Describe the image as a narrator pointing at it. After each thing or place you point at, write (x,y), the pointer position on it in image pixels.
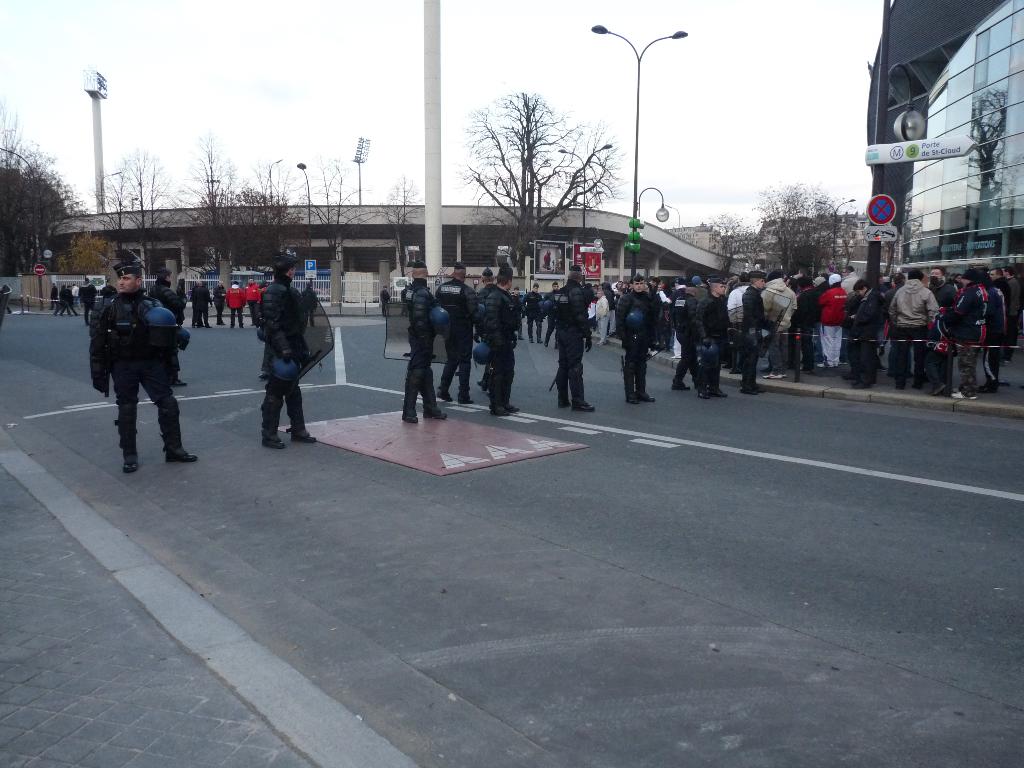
This picture is clicked outside. In the center (423,314) we can see the group of people (874,318) seems to be standing on the ground (1020,563). On the right (928,121) there is a building (965,210) and we can see the boards (869,216), lights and trees (592,166). In the background (327,60) there is a sky (343,63), poles (359,202), trees (50,199) and buildings (471,233) and group of persons (246,298).
